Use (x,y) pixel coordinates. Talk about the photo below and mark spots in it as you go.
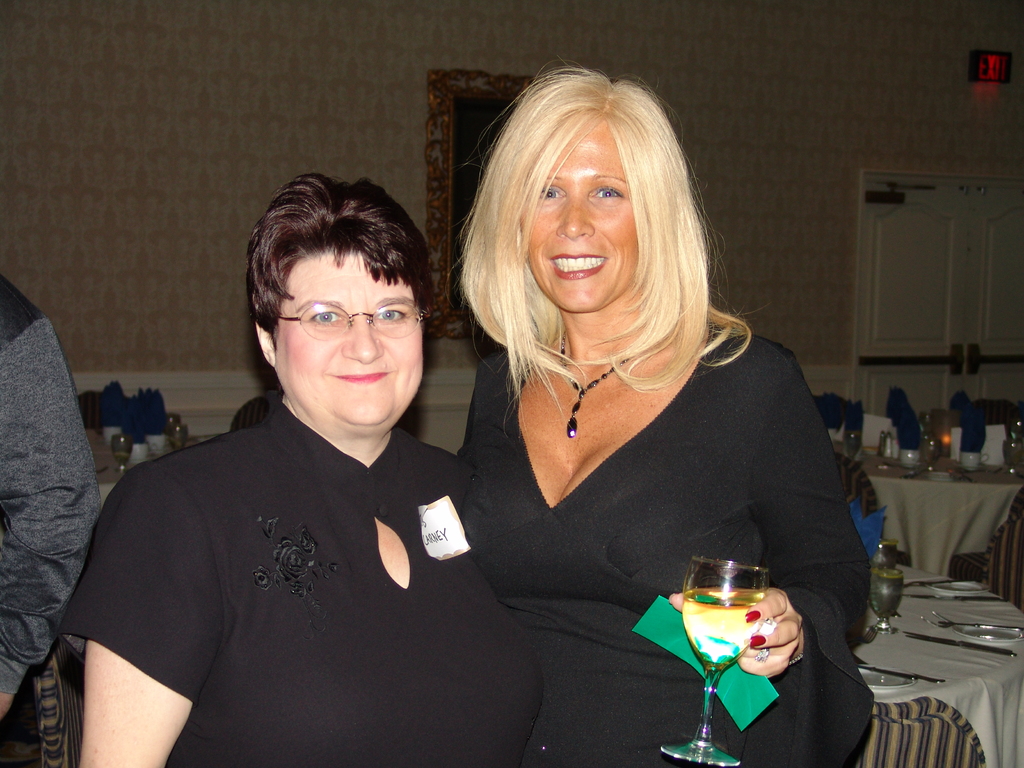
In this image there are 2 persons (218,449) standing in the back ground (994,587) there is table (883,645), chair (985,555), glass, plate (974,593), spoon (936,582), door (879,315), frame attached to wall (85,334) and another person (85,440).
